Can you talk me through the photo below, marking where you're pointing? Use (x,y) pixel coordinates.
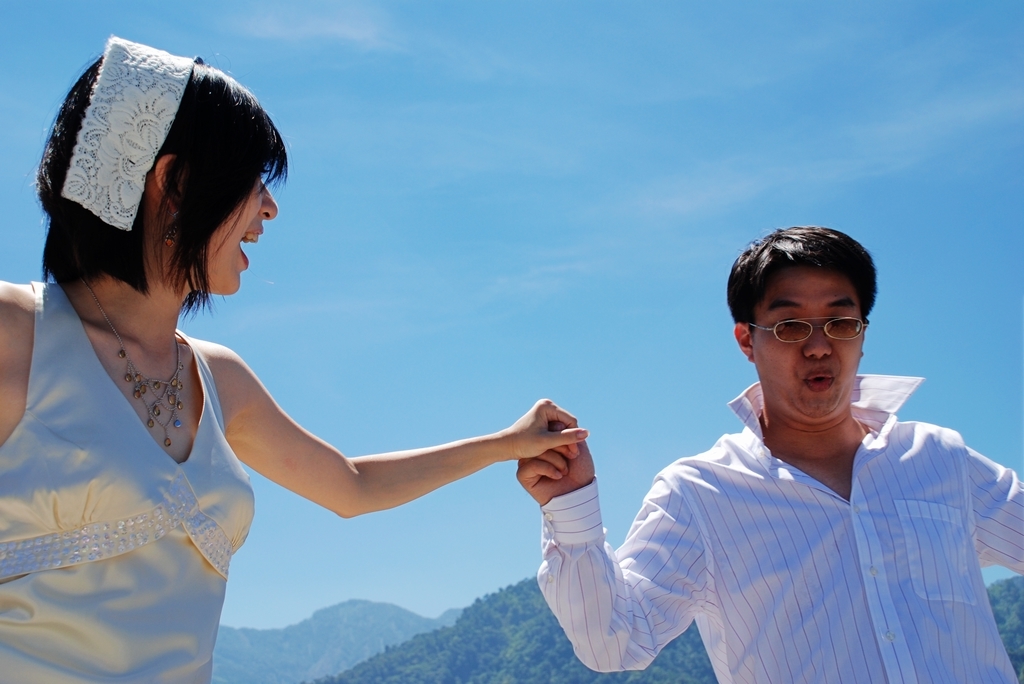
This image is taken outdoors. At the top of the image (483,208) there is the sky (444,86) with clouds (895,125). In the background (444,631) there are a few hills (486,657). There are many trees (434,649) and plants (498,634). On the right side of the image (765,453) there is a man (810,511). On the left side of the image (115,341) there is a woman (158,390). A man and a woman (249,503) are holding each others hand (534,445).
